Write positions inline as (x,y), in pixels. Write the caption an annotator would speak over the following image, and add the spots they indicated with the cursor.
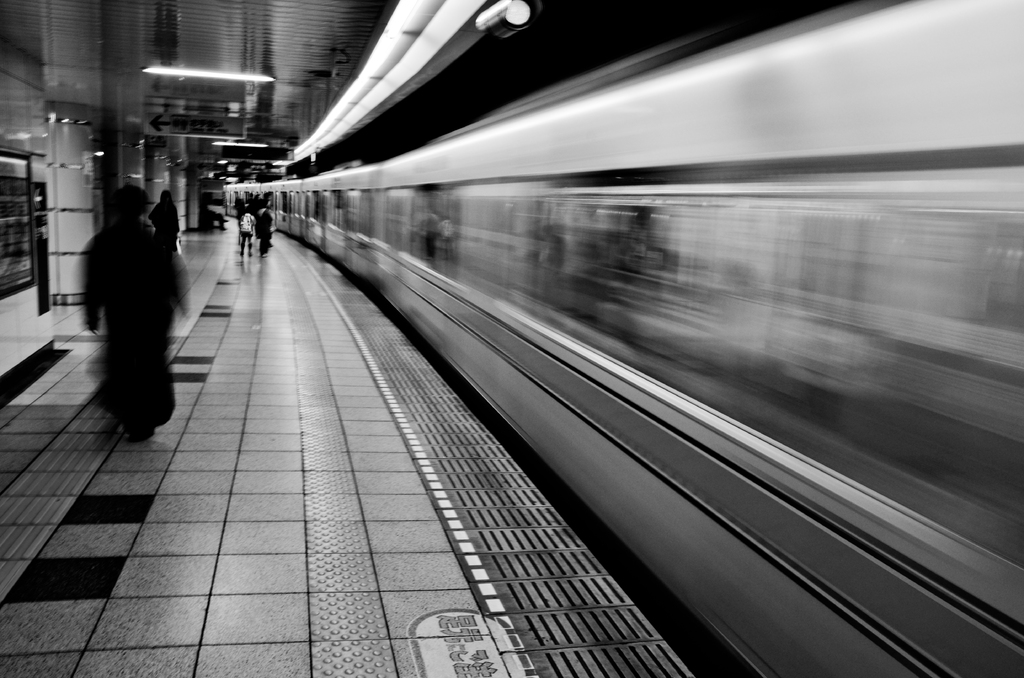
In this picture we can see a train (621,262), beside this train (621,262) we can see a platform (405,542), here we can see people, lights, pillars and some objects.
